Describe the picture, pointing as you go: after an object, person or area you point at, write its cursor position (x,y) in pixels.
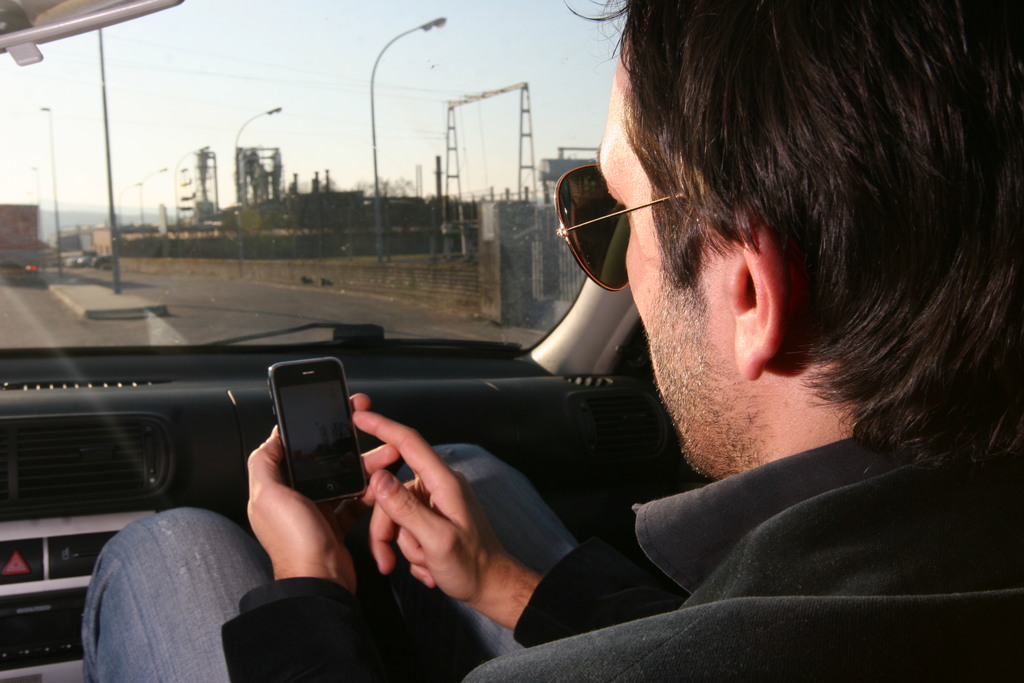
In this picture we can see a man (434,515) in the vehicle (578,529) and he is looking into the mobile (304,442). He wear goggles (575,242). And here we can see the road (263,290) there is a pole (372,113) with street light (443,26). And this is the sky (266,35).
